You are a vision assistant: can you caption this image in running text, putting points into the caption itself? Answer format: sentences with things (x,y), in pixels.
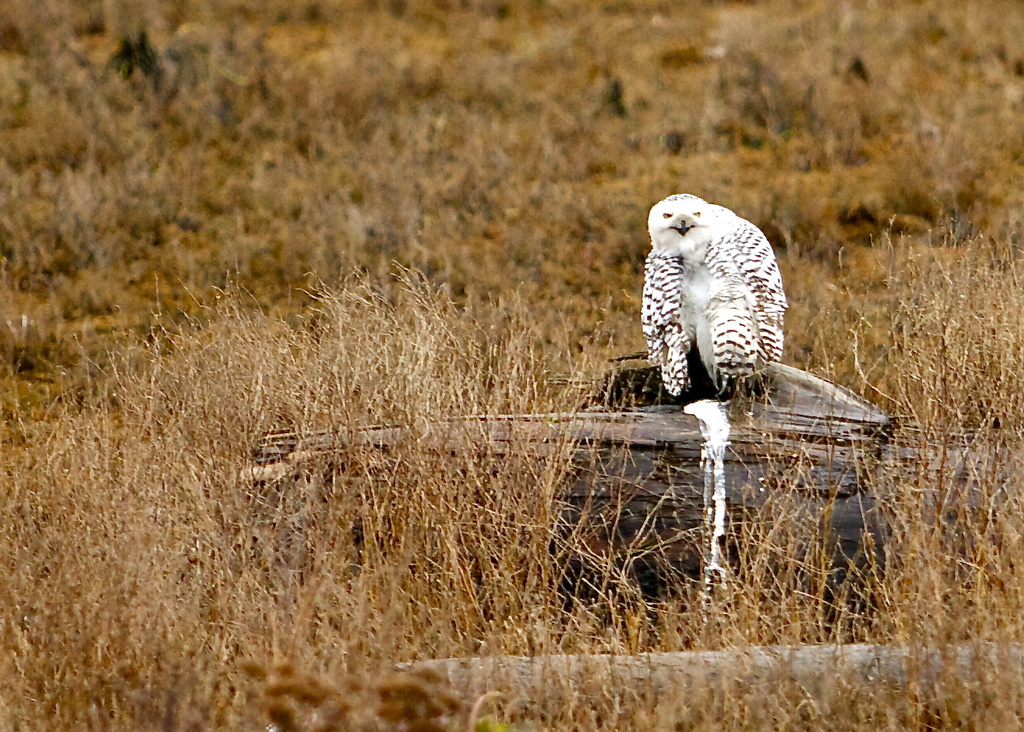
In this image I see a bird (756,286) over here which is of white and black in color and I see the grass (63,300) and I see that it is blurred in the background (627,103).
